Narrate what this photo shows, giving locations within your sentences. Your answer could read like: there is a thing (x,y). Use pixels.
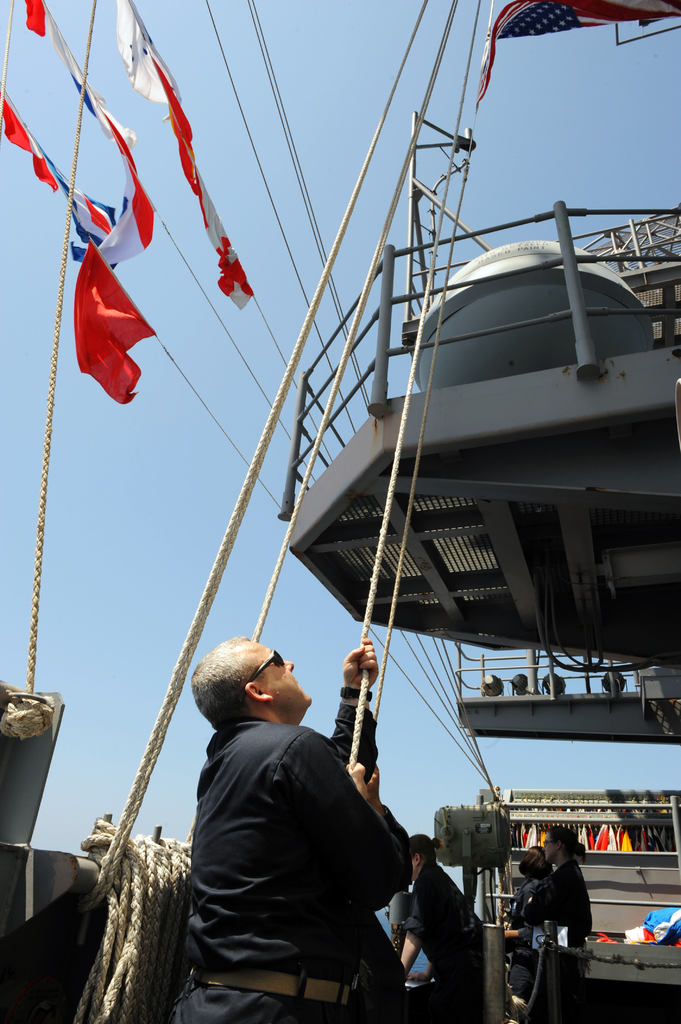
In this picture there is a person (332,831) with black shirt (313,924) is standing and holding the rope (417,345). At the back (531,883) there are group of people (412,931). There are flags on the ropes (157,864). At the back (481,344) there are objects (304,539). At the top (578,244) there is sky (584,241).
